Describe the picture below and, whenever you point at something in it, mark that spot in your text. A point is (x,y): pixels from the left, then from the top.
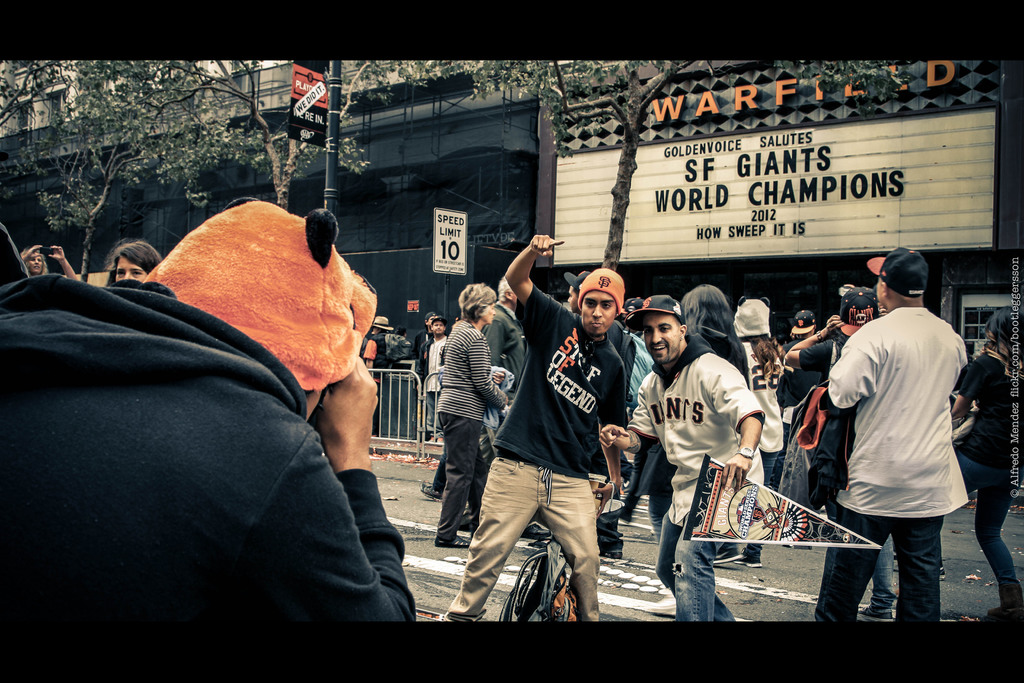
In this picture there are group of people (431,339). In the foreground (639,322) there is a man (683,442) standing and holding the object (707,515) and he is smiling. At the back (804,233) there is a building (601,233) and there is text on the wall (750,184). There are trees (85,239) and there are boards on the poles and there is text (456,266) on the boards (304,135) and there is a railing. At the bottom (374,460) there is a road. On the right side of the image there is text (1017,460).
